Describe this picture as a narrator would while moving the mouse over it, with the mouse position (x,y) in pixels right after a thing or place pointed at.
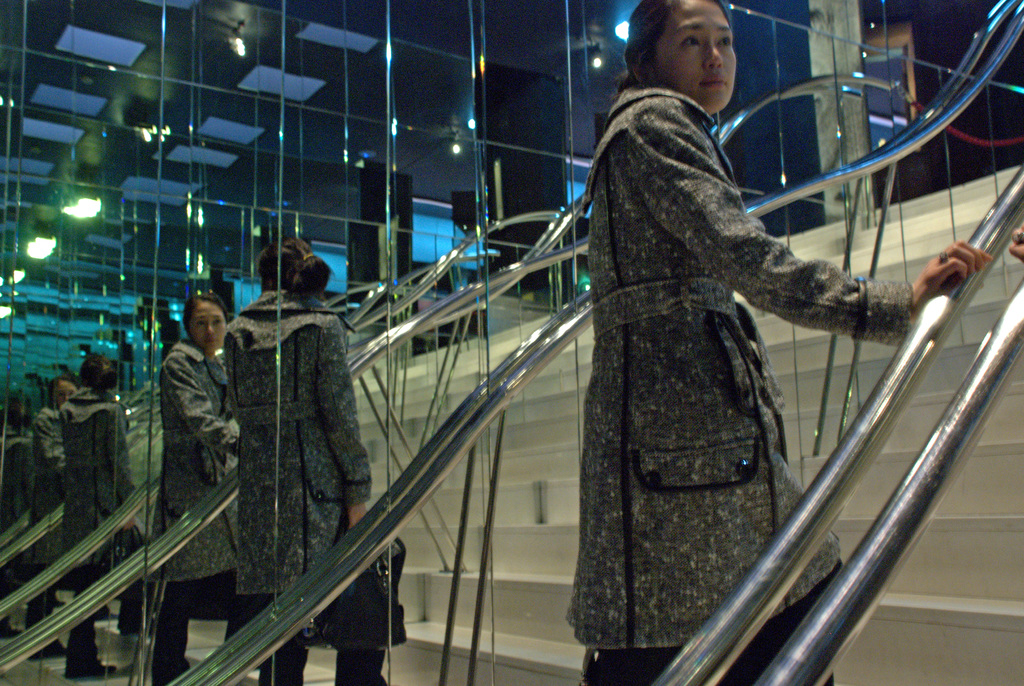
In this image we can see a woman (626,322) standing on the stairs (1003,267). We can also see the railing (932,448). In the background (548,376) we can see the glass (131,175) and through the glass (516,105) we can see the reflections (174,390) of a woman (341,357) on the stairs (381,412). We can also see the ceiling (519,29) and also the lights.
